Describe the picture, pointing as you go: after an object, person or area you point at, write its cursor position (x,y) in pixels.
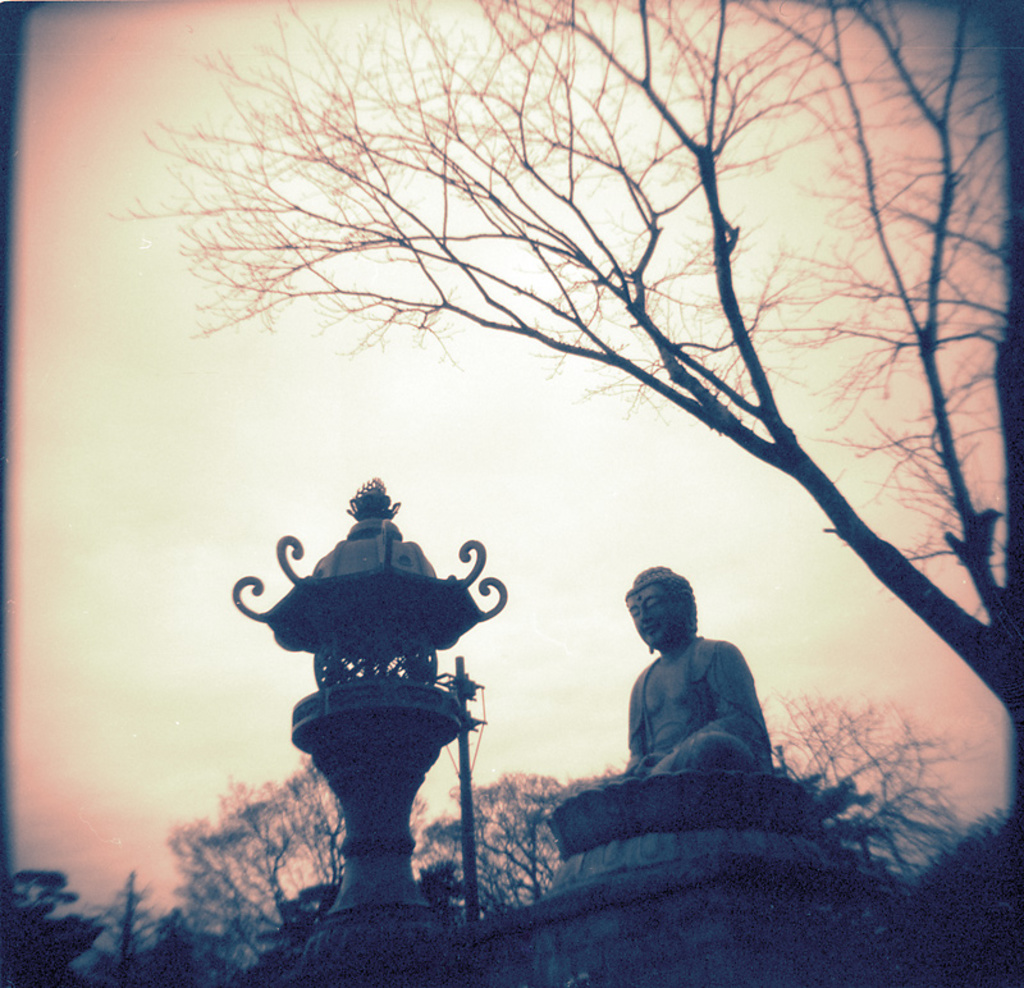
In this image we can see sculpture (729,694), metal object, trees (63,949) and we can also see the sky (279,530).
